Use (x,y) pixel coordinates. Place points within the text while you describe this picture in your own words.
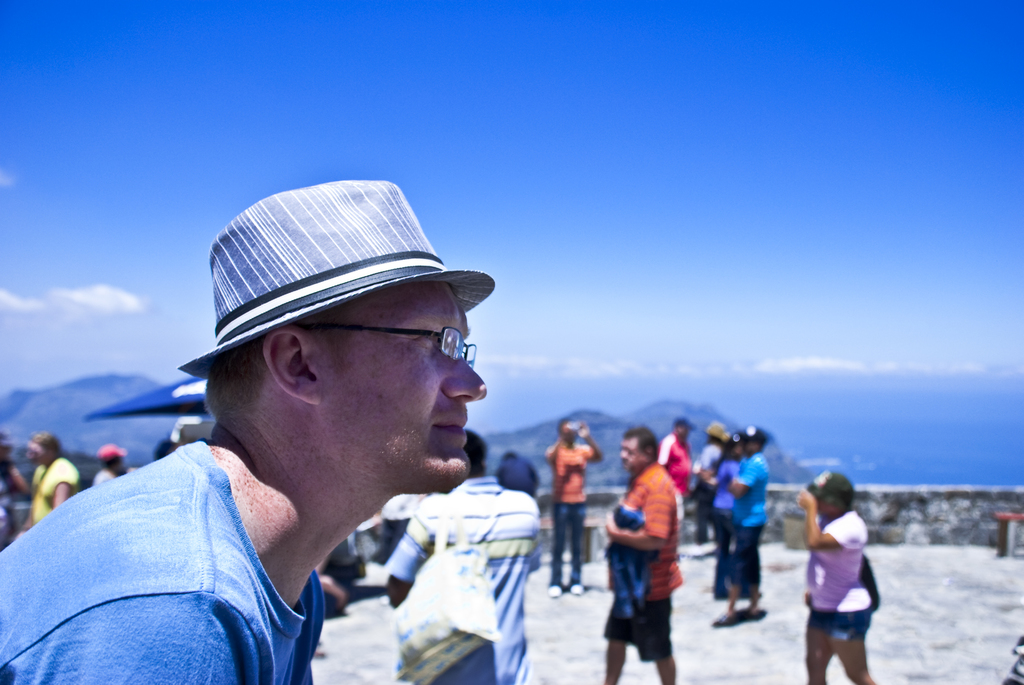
On the left side of the image (183,587), we can see a person (310,464) wearing a hat (302,245) and glasses (443,349). Background (805,359) there is a blur view. Here we can see people (660,612), path (924,580), wall (950,534), hills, few objects (590,544) and sky (540,210).
